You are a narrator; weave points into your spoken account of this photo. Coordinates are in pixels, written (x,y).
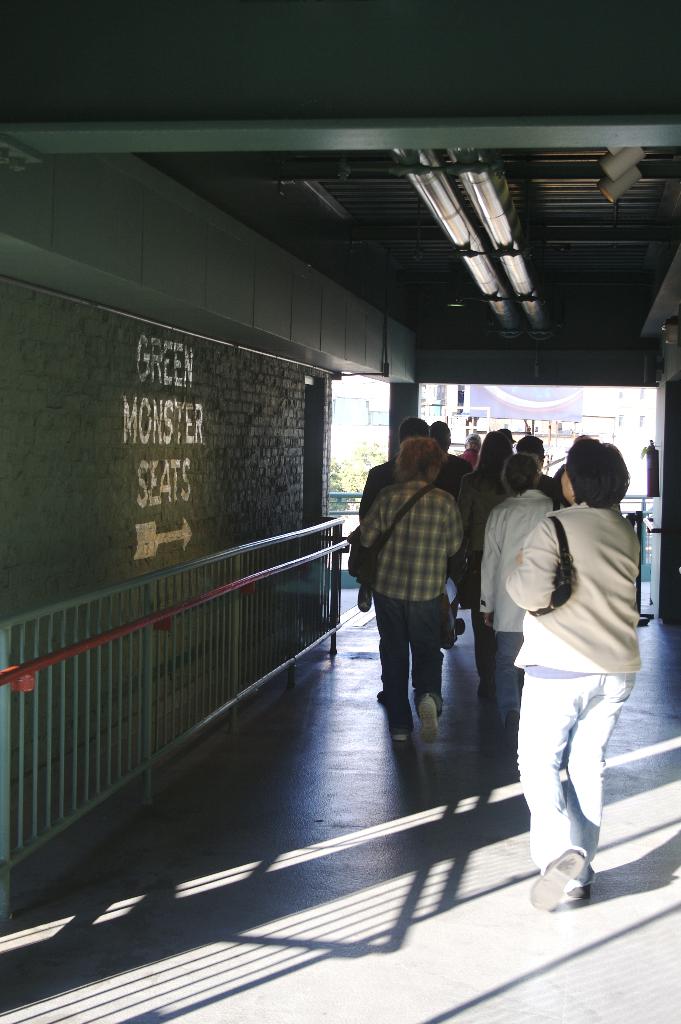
On the right side of this image (485,574) few people (458,539) are walking on the floor (381,802) towards the back side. On the left side (64,662) there is a railing (49,687) and also I can see some text (144,386) on the wall (54,451). At the top of the image (298,158) I can see the roof (365,125).
